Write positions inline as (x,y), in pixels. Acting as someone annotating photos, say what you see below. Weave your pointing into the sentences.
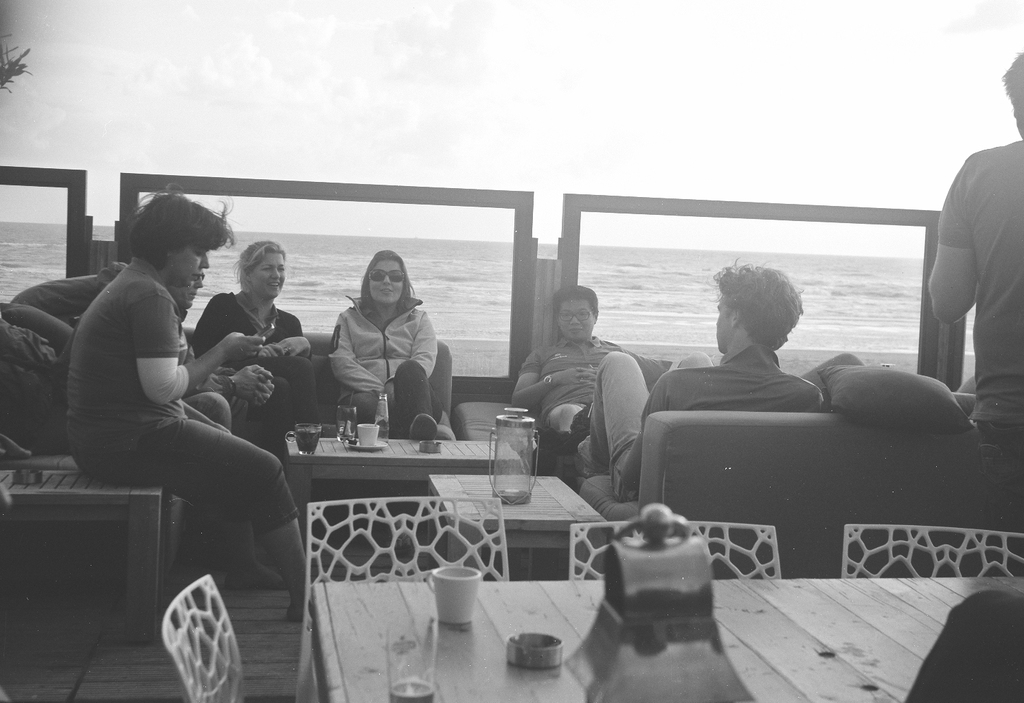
There is a group of people (297,330). They are sitting in a sofa (448,396). There is a table (444,447). There is a glass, plate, saucer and jar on a table (457,493). We can see the background (682,331) there is a beautiful sea (465,338) and sky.
